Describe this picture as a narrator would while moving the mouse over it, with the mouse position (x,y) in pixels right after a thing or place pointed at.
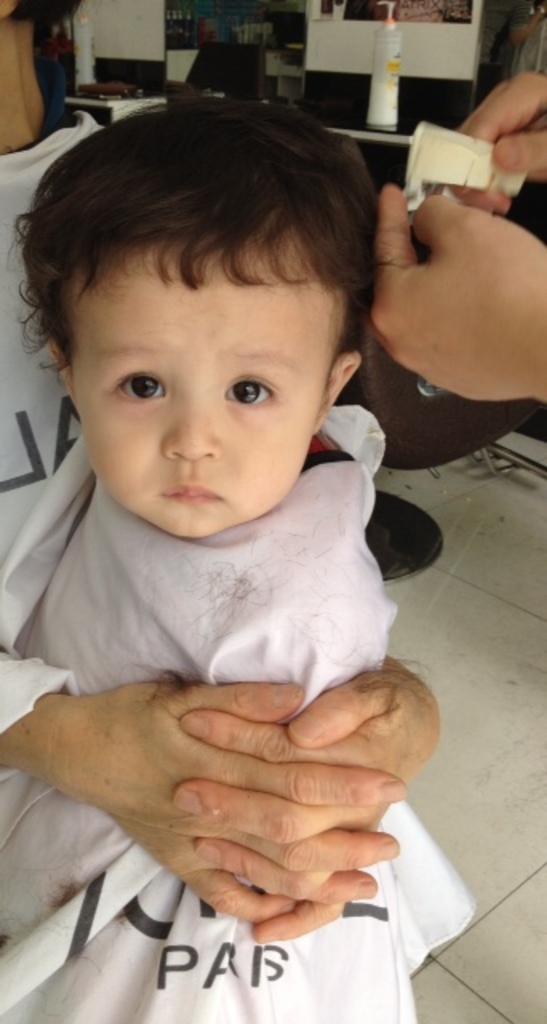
In this image, there are a few people (366,808). We can see the ground (535,822) with some objects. We can see the background with some objects (391,65).
